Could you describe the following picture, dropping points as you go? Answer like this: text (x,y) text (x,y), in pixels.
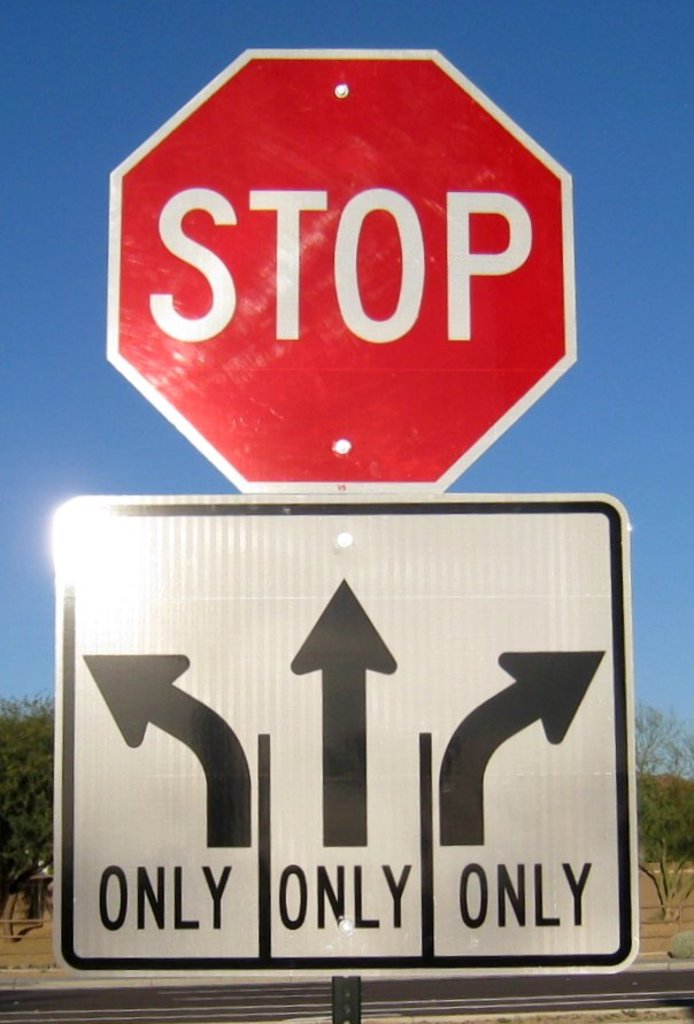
In this image we can see a sign board (445,583). On the boards (348,540) we can see some text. Behind the boards (329,759), there are few trees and the road (81,1010). At the top (73,283) we can see the sky (92,316).
